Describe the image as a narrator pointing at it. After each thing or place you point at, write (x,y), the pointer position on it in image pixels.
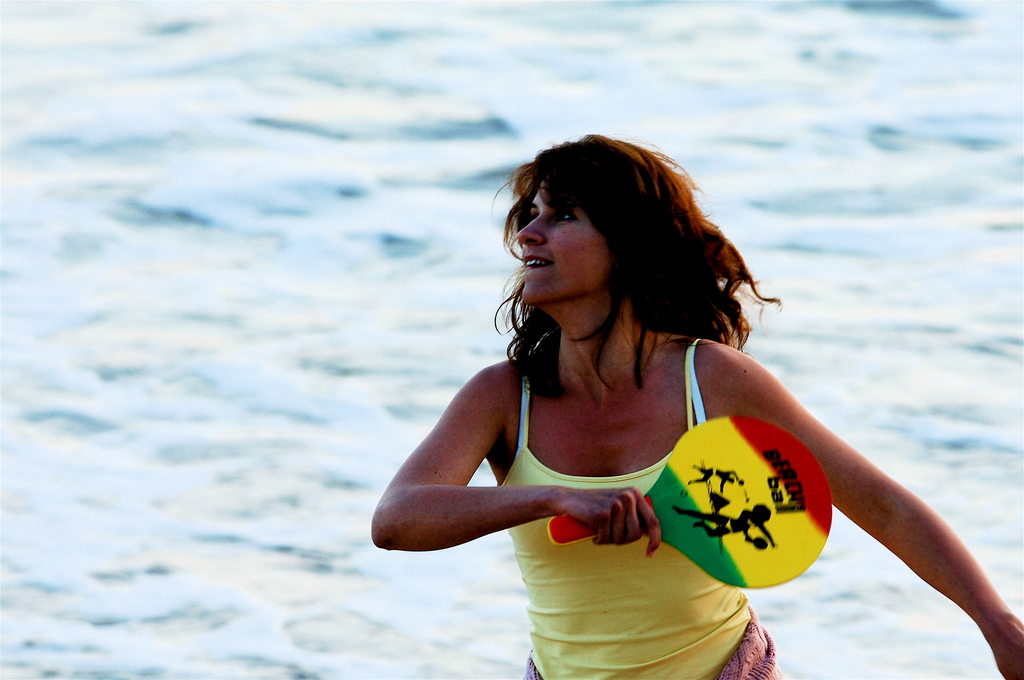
In this image I can see a woman (546,561) and I can see she is wearing yellow colour dress (589,578). I can also see she is holding a racket (559,534).
